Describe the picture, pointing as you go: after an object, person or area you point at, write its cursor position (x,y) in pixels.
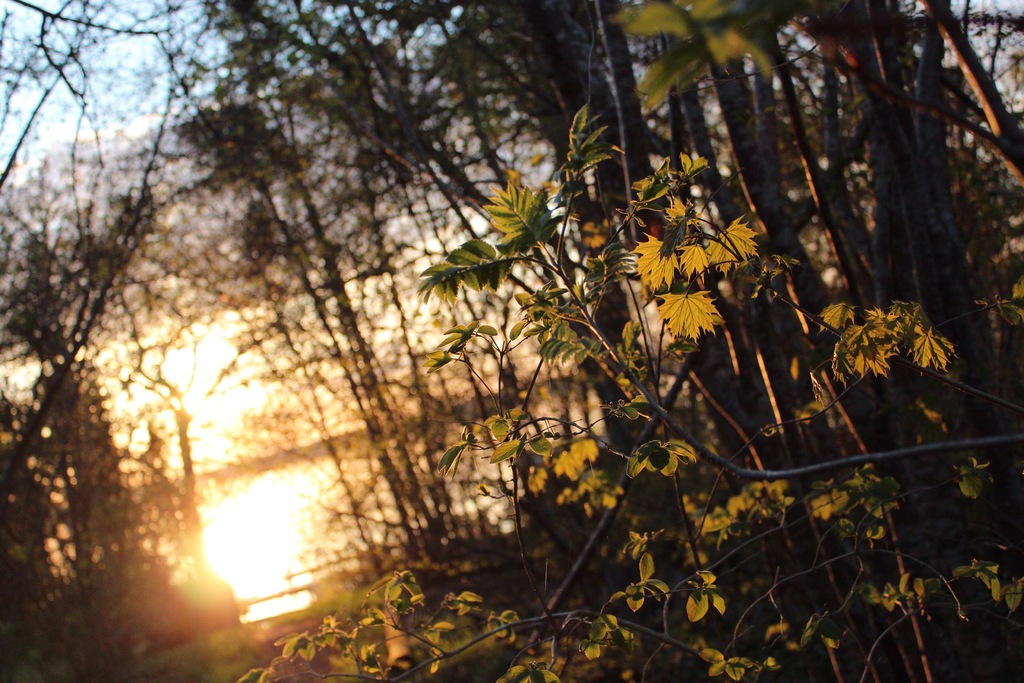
In this picture we can see trees (18,466) and in the background (167,189) we can see the sky (118,168).
